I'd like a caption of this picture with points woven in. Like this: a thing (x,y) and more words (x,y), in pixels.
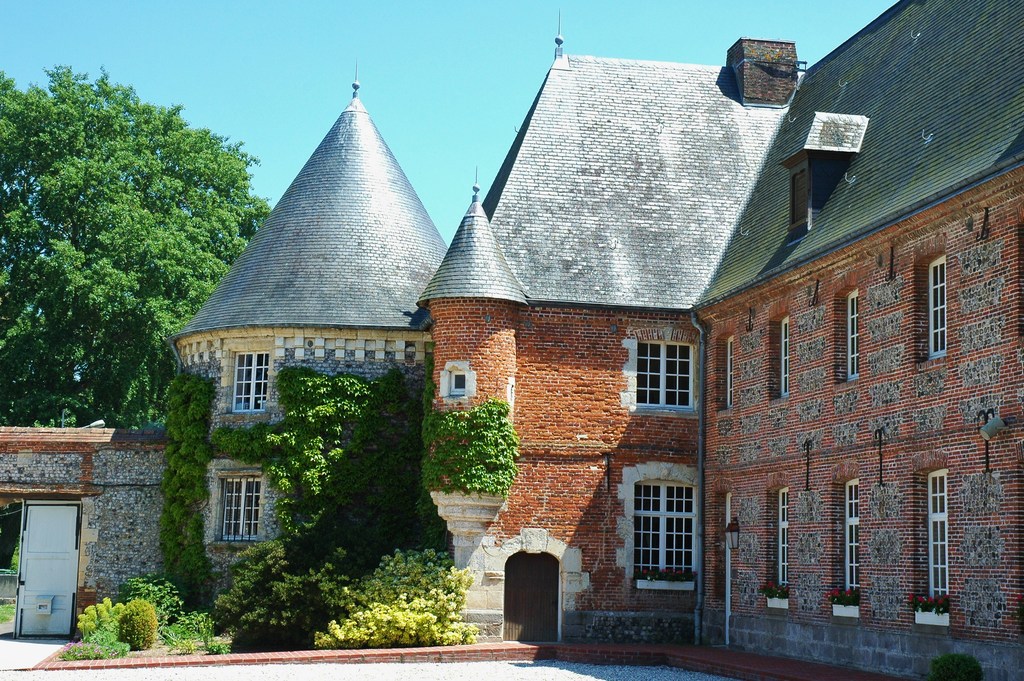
In the image I can see the building (444,380) which has windows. On the left side of the image (200,629) I can see the grass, plants (224,628), trees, the sky (198,107) and some other object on the ground (16,651).
